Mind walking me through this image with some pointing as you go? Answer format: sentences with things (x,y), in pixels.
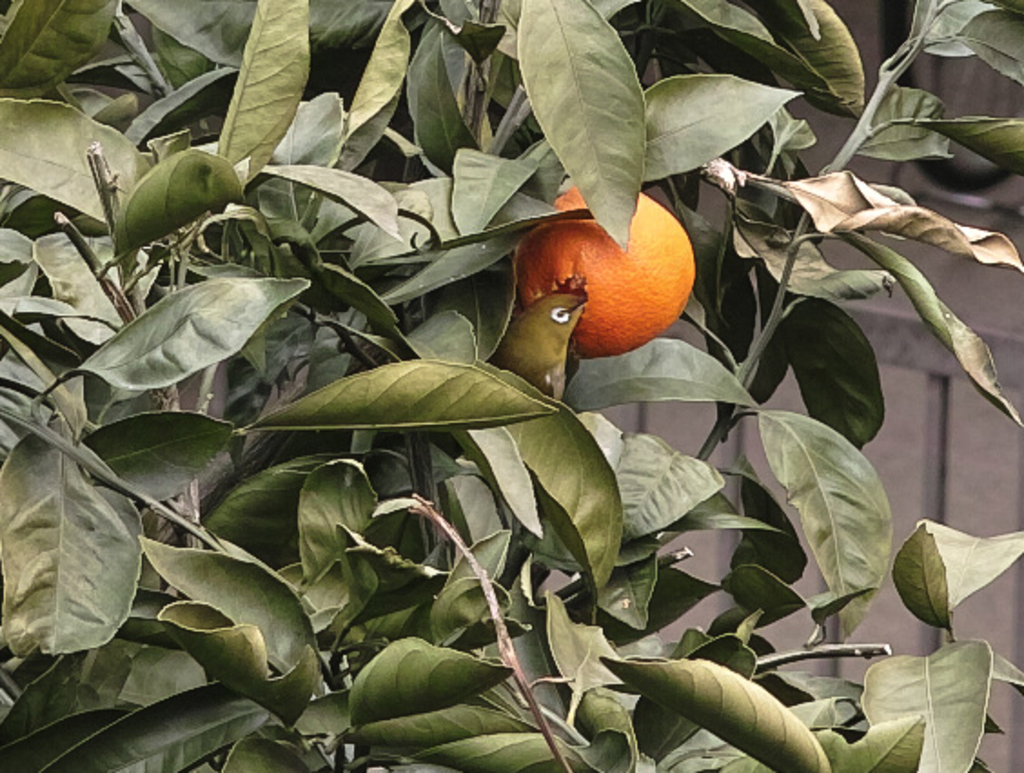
In this picture I can see a tree (428,508) and a fruit (607,288) and I can see a wall (901,368) in the background (891,300).
